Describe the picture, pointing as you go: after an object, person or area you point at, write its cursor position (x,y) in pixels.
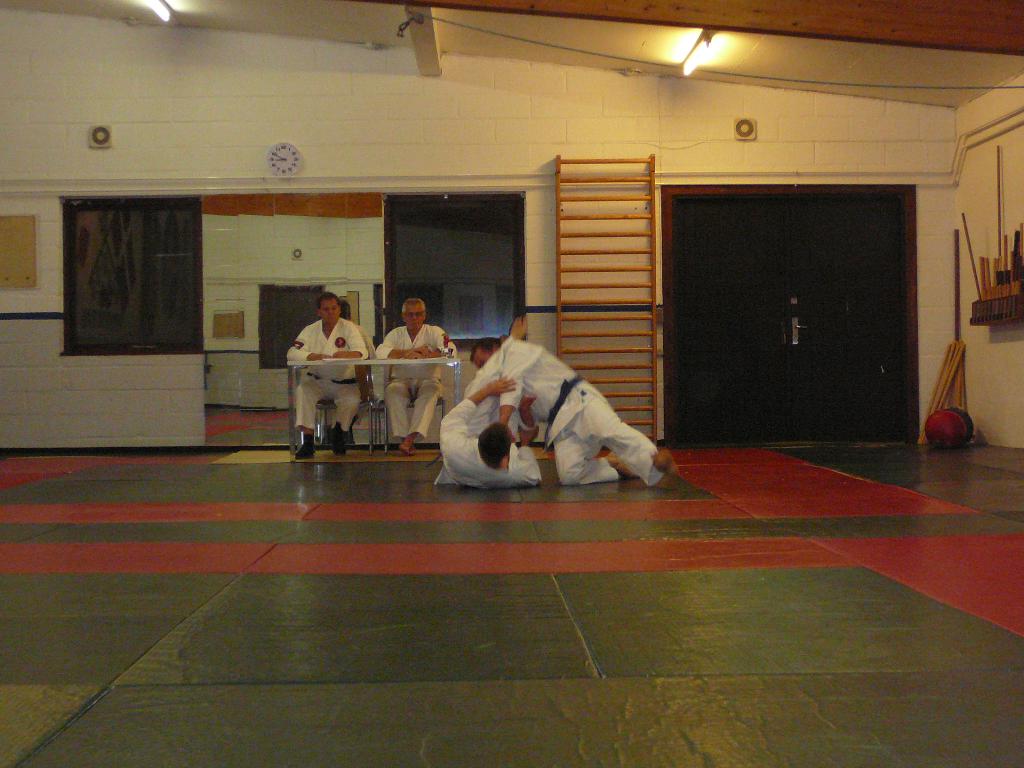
In the foreground of this picture (487,463), there are two men (525,431) performing karate. In the background (323,398), two men (307,397) are sitting on the chair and watching them and there is a ladder (592,218), wall (305,155), clock (281,151), speakers (102,139), glass windows (417,247), few boards (26,230), lights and sticks (961,356).
